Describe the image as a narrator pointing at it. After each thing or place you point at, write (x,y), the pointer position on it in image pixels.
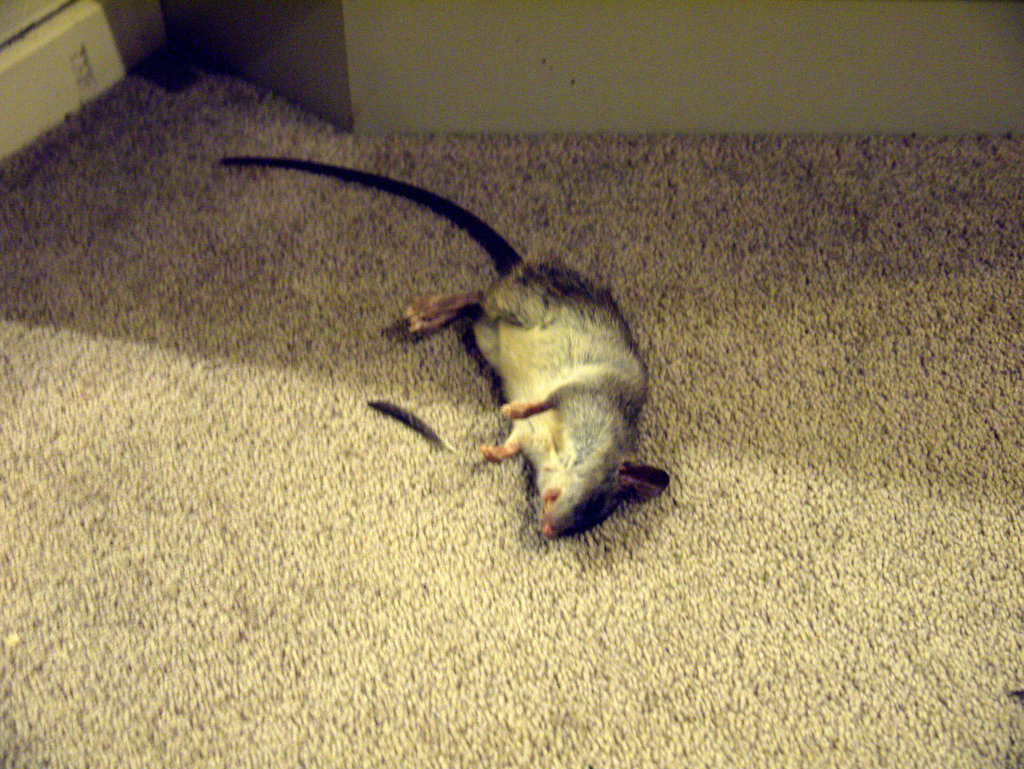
In the picture I can see a mouse (513,375) is lying on the ground (477,413). In the background (533,81) I can see a wall (538,78).
